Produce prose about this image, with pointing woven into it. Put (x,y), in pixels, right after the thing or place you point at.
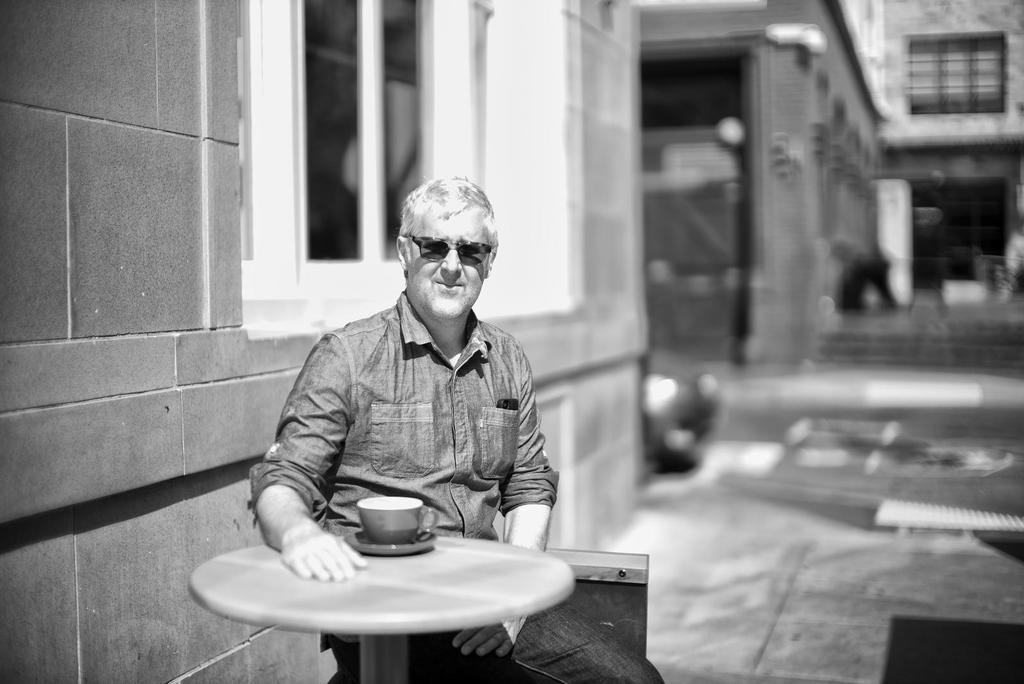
there is a person (346,487) sitting in front of a table (322,590) on the table (333,596) there is a cup (377,502).
